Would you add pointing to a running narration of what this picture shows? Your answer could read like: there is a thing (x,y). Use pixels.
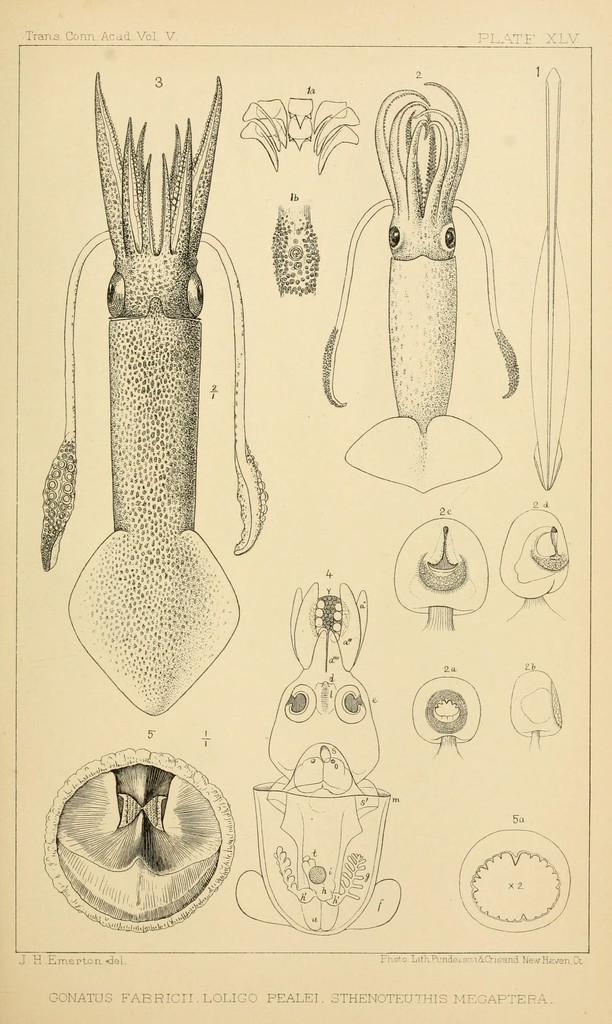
In this image we can see a sketch (439,553) of the squids (164,559).
